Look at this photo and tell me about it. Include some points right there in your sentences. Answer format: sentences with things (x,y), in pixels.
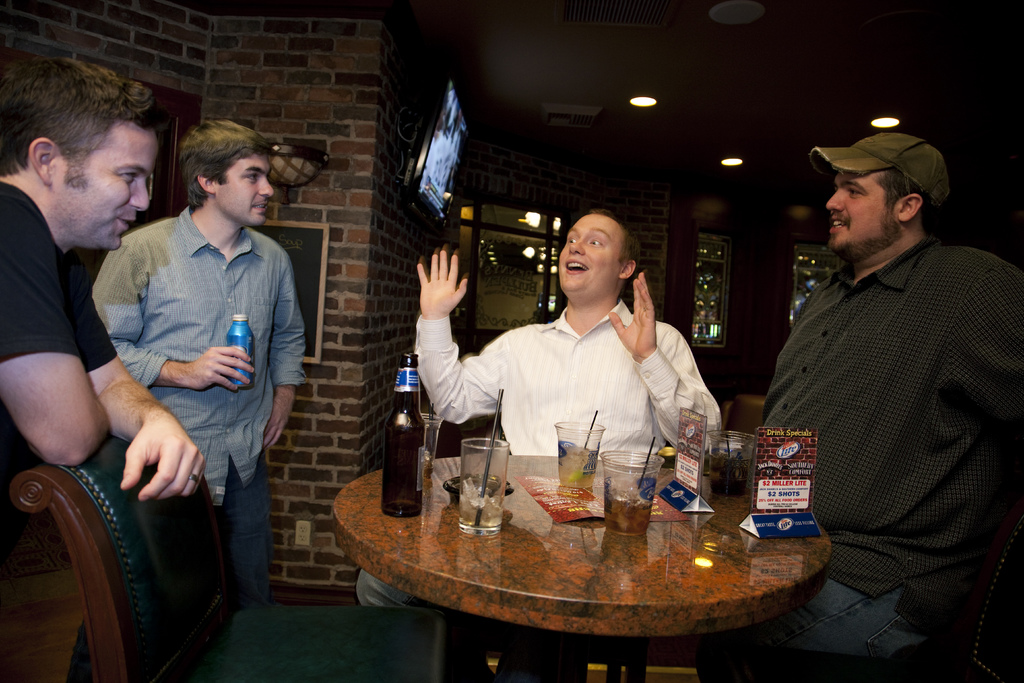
In this image I can see few people (478,387) are standing and one person (199,285) is holding something. I can see few glasses (559,472), bottle (402,491) and few objects (782,496) on the table (626,596). Back I can see a board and the screen (459,144) is attached to the wall (369,163). I can see glass window (495,279), chairs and lights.
